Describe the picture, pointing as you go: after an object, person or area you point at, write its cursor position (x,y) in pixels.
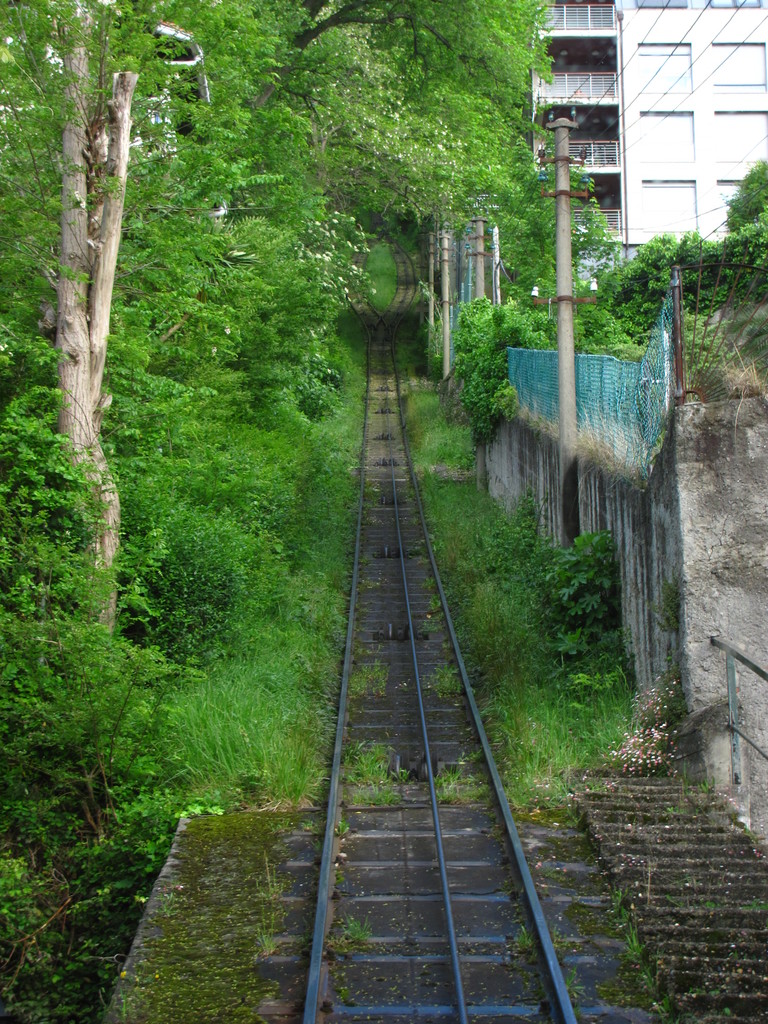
In this image I can see few railway tracks (384,481) in the centre (363,446) and both side of it I can see grass (521,626) and number of trees (302,268). On the right side of this image (571,474) I can see few poles (483,255), few wires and a building (605,118).
